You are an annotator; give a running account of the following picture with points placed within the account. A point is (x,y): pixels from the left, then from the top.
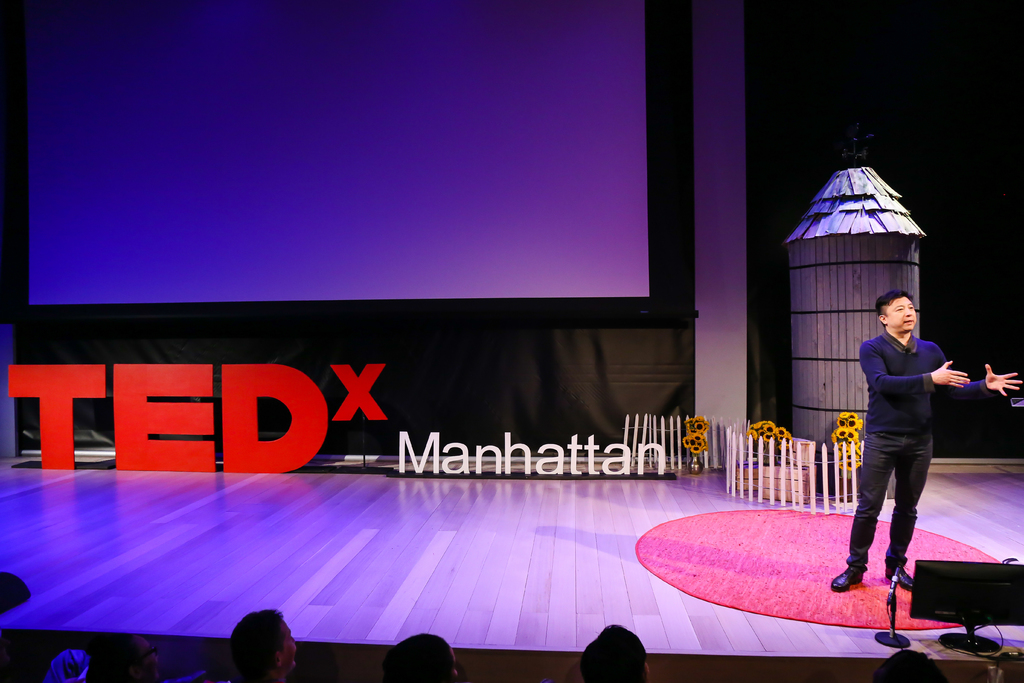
At the bottom of the image (244,645) there are few people (244,660). In front of there is a stage (675,533). On the right side of the stage (593,621) there is a man (902,506) standing and in front of him there is a monitor (954,617) and a mic (891,608). There are name boards (58,368) on the stage (699,483). Beside them there is an artificial fencing (739,449), flowers (767,423) and a hut (915,250). At the top of the image (79,226) there is a screen (318,255).
